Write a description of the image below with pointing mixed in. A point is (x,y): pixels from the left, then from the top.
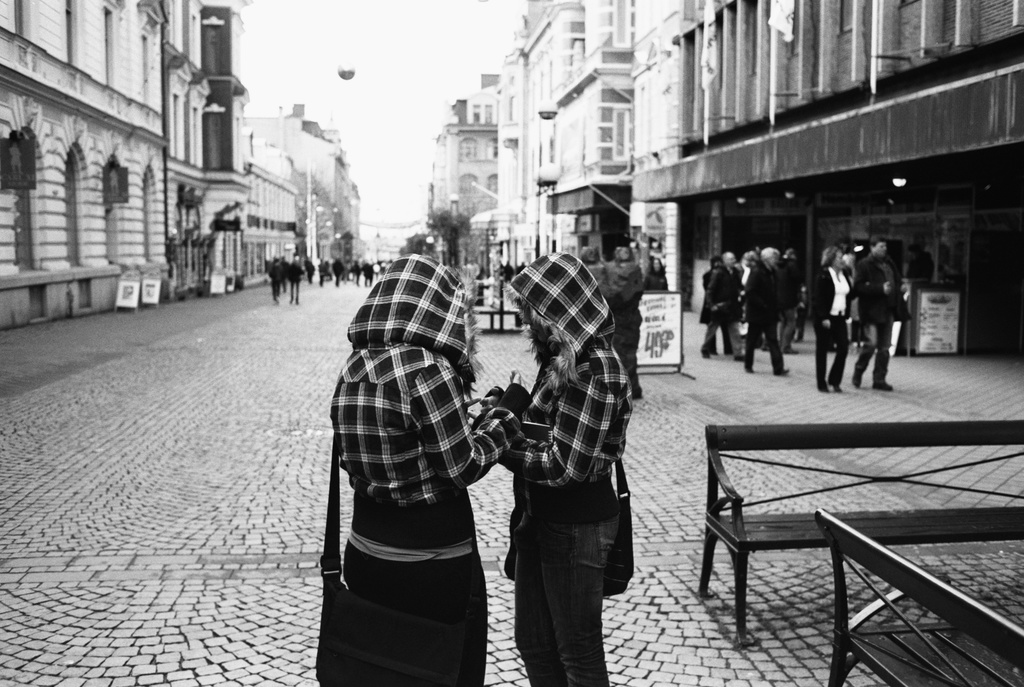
In this image I can see the group of people (419,370) on the road (221,381). On both sides of the road (134,357) I can see the buildings (186,234) and boards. To the right (704,555) I can see the benches (808,533). I can see few people (445,561) with bags (328,580). In the background (445,108) I can see the sky (368,111) and this is a black and white image.
